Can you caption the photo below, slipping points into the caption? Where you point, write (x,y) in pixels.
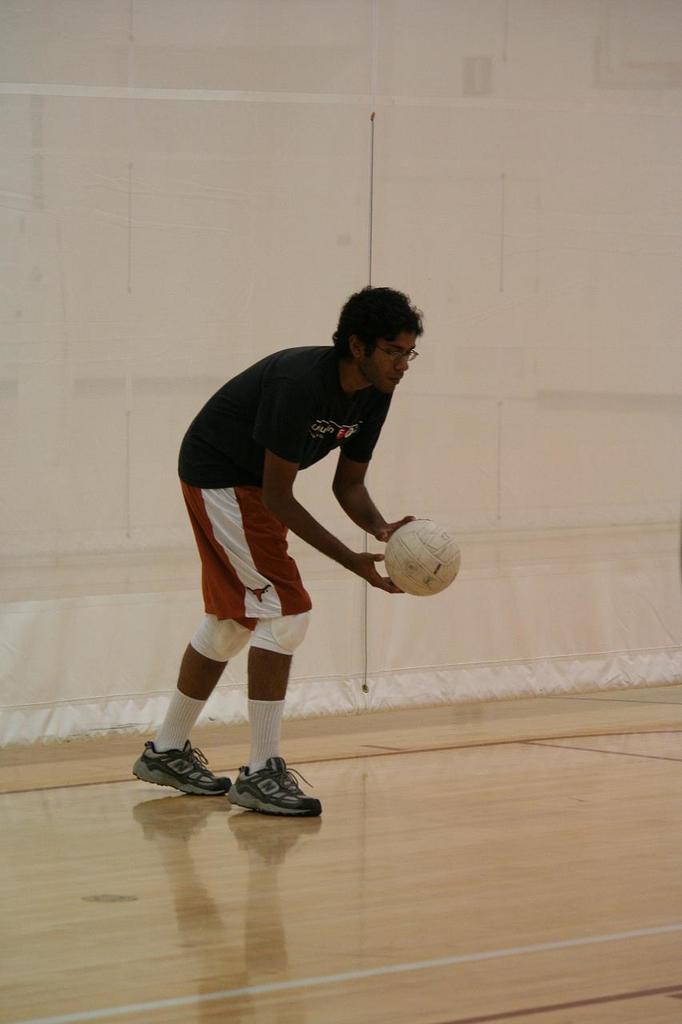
In the image we can see a man (236,617) standing, wearing clothes (279,564), socks (274,715), shoes (276,787), spectacles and holding a ball (429,566) in hand (369,563). Here we can see wooden floor (385,894) and the wall (196,283).
